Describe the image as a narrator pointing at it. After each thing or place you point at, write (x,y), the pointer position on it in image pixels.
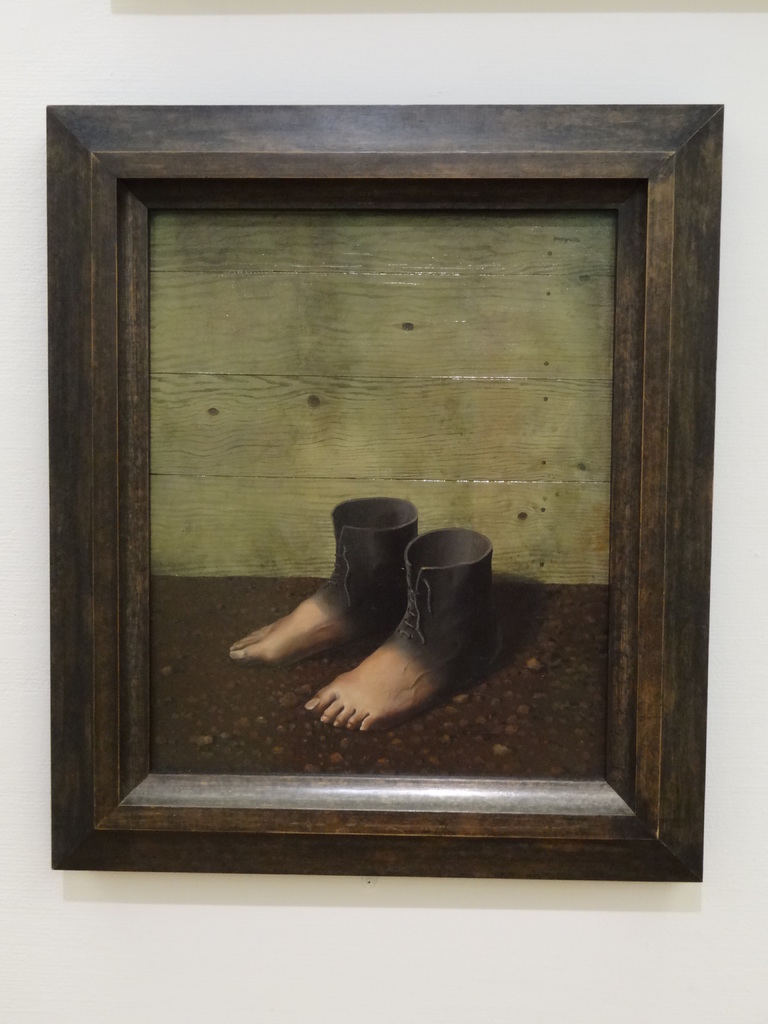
In this picture there is a frame (701,111) attached to the wall (499,1009). The wall (223,27) is painted white. In the frame (144,143) there is a painting (341,541).
